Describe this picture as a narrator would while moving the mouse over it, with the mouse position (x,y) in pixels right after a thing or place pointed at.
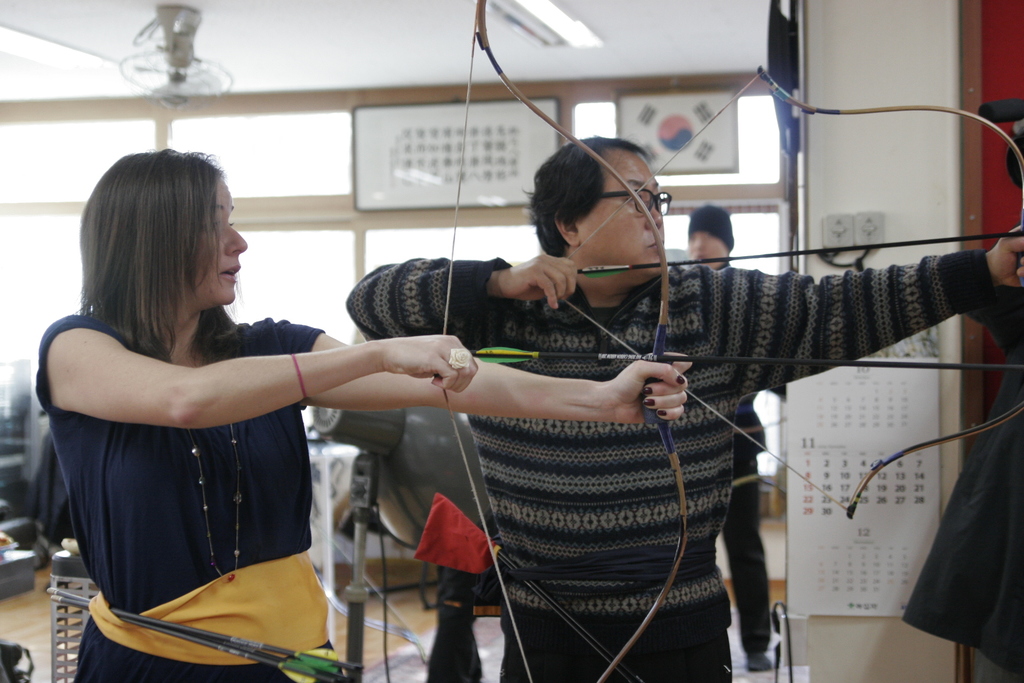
In this image we can see three persons (709,248), two of them are playing archery, there is a calendar (864,508), and boards (693,136) on the wall (892,62), there is an object (397,473) behind them, there are windows (352,211), also we can see the wall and the background (394,599) is blurred.
